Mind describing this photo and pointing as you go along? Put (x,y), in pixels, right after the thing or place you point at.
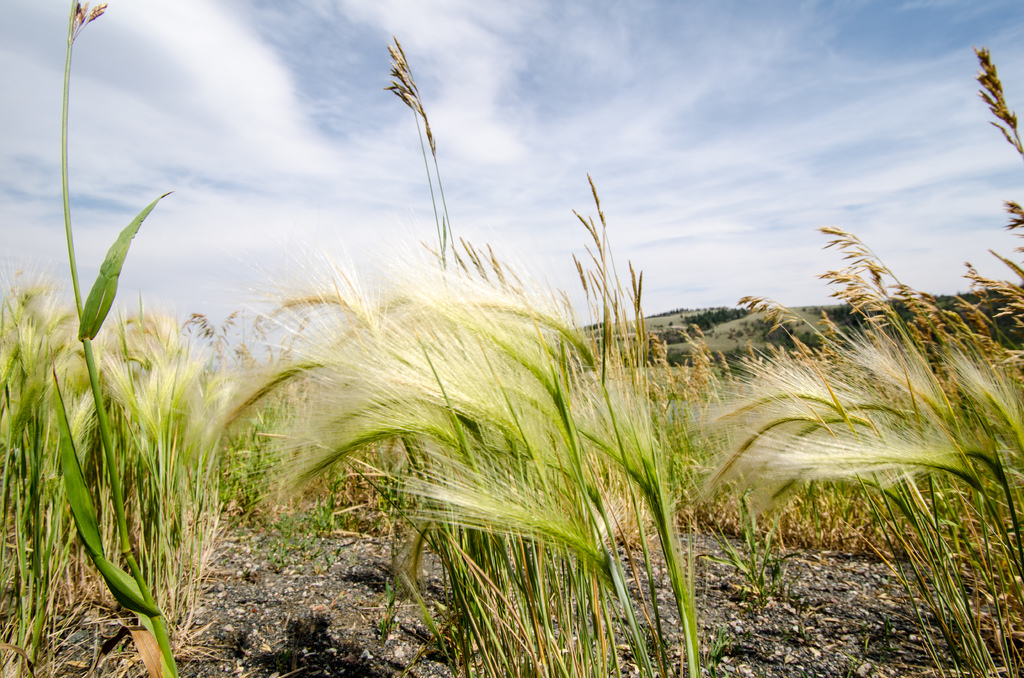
In this image, we can see wheat plants (711,397) and at the bottom (847,619), there is ground (808,603). At the top (609,82), there is sky (561,115).
